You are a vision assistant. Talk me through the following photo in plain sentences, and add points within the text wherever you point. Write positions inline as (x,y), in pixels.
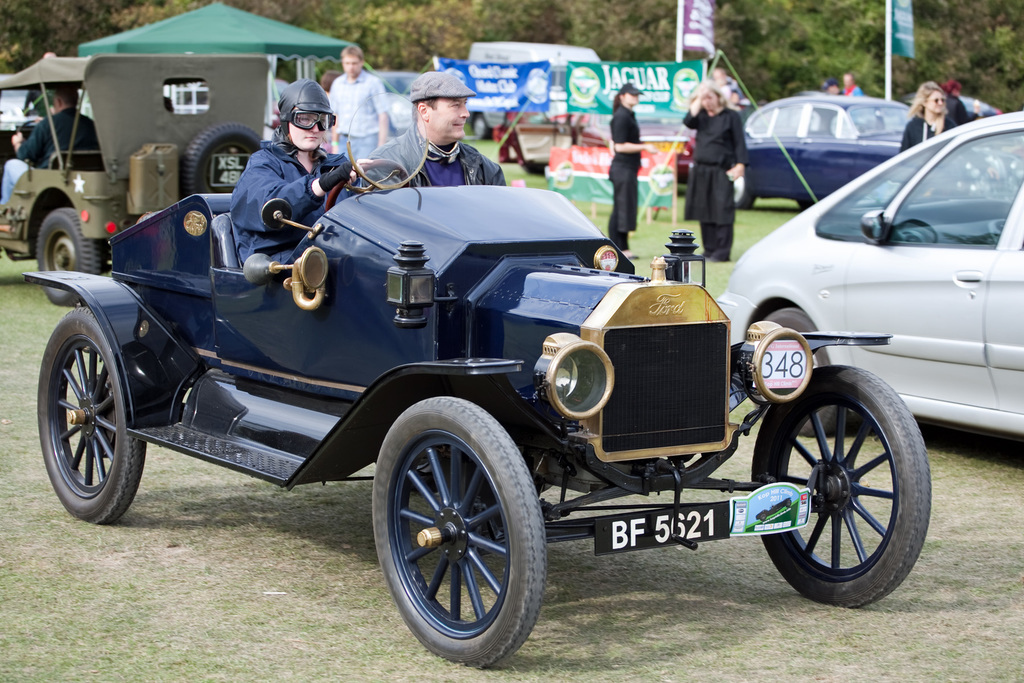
This image is taken outdoors. At the bottom of the image (162,618) there is a ground (79,557) with grass (165,588) on it. In the background (622,14) there are a few trees (579,42), two flags (706,54) and many boards (596,109) with a text (654,183) on them. In the middle of the image (387,379) a few vehicles (356,247) are parked on the ground (828,439) and a few people (372,104) are standing on the ground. A woman (254,167) and a man (415,94) are sitting in the car (395,234).
